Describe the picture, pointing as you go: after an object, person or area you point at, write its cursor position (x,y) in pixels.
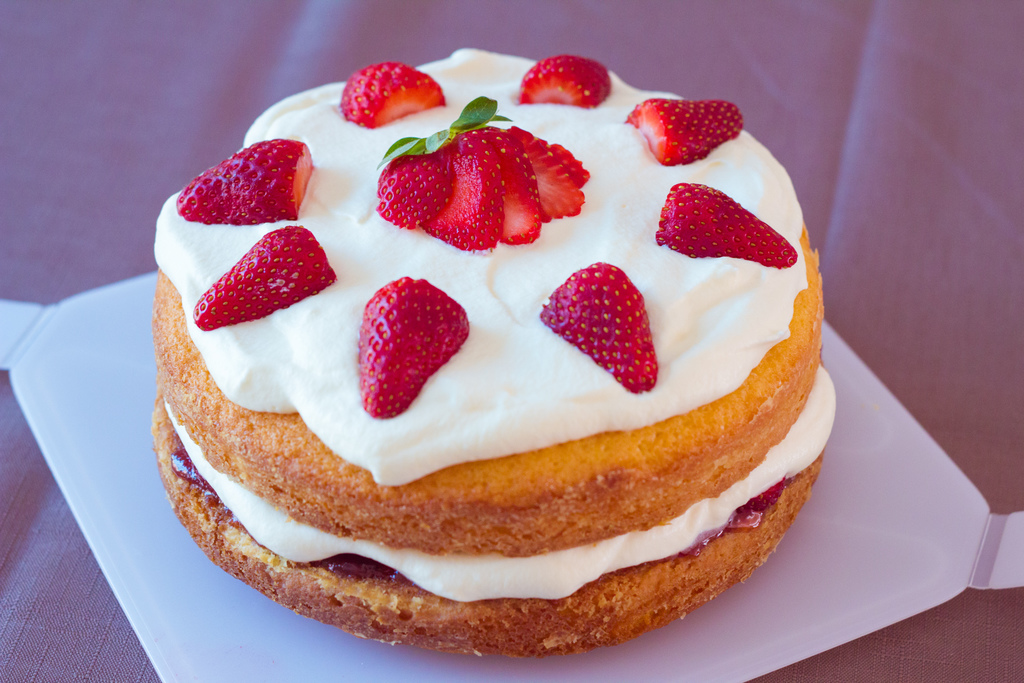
In the center of the image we can see one cloth (130,122). On the cloth (147,122), we can see one white color object (781,646). On the white color object (744,620), we can see one cake (515,385). On the cake (529,339), we can see strawberry slices (589,270) and cream (536,289).
